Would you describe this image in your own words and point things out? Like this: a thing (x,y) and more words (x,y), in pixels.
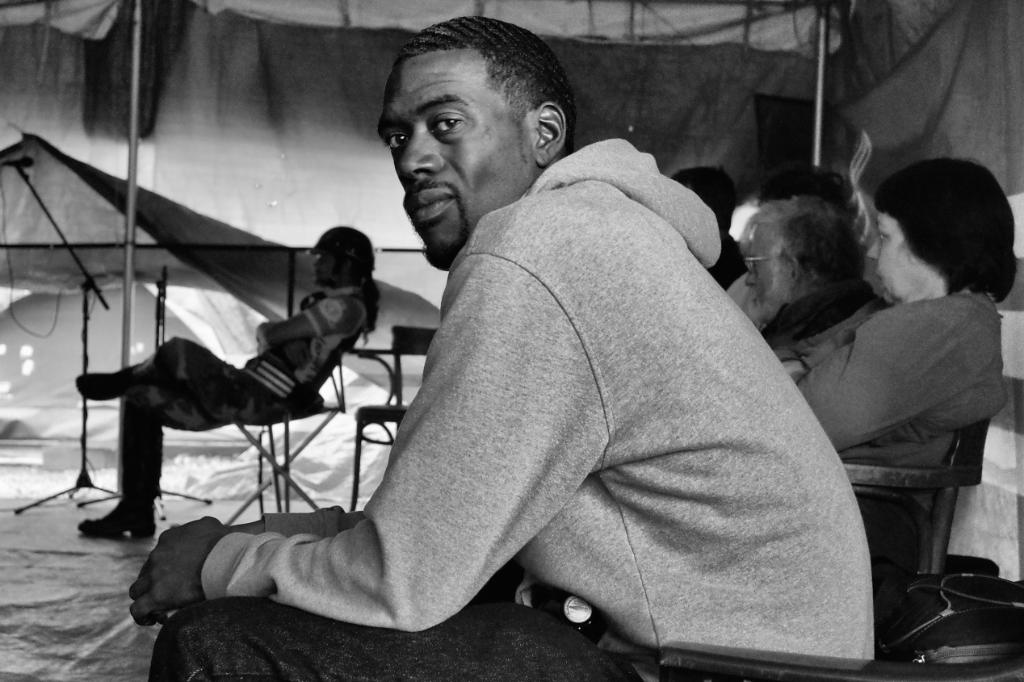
In this black and white image, we can see people (664,394) sitting on chairs (287,416). There is a pole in the top left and in the top right of the image (822,65). There is a mic (64,243) on the left side of the image (94,287).
